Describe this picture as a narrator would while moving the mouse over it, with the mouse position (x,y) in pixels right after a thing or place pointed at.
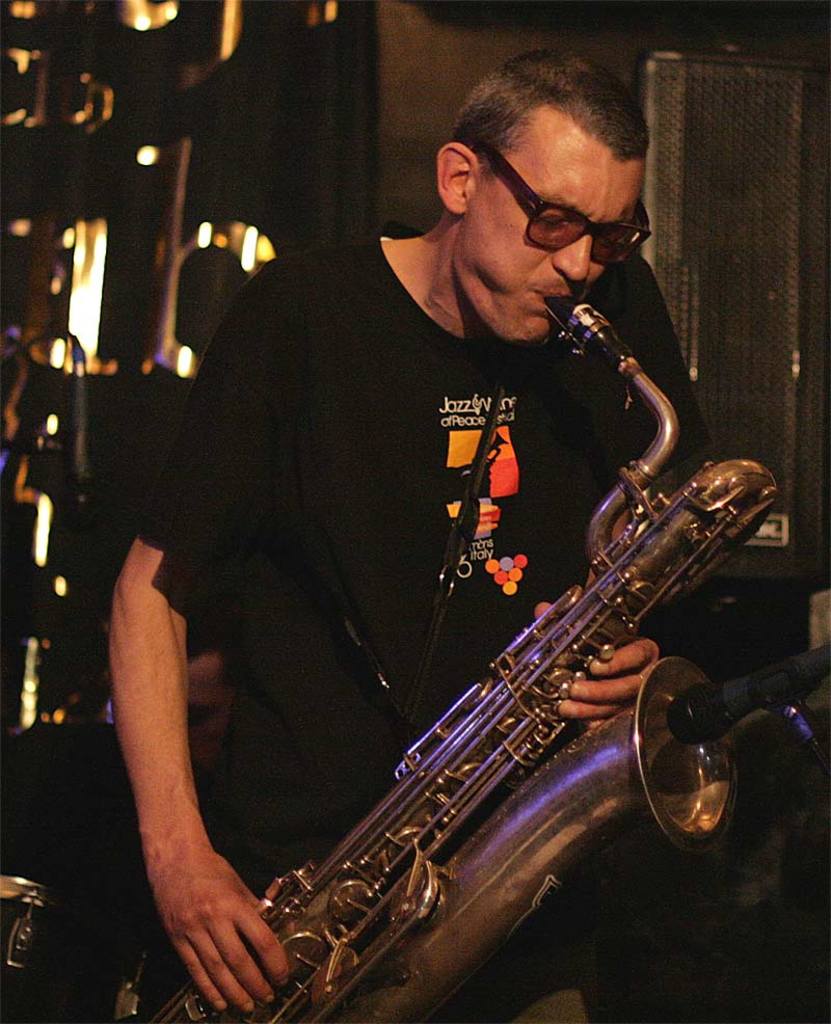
In this image we can see a person (607,301) wearing goggles (571,237) is holding a musical instrument (586,611) in his hand (591,709). In the foreground (704,715) we can see a microphone (756,688) placed on a stand (799,707). In the background (767,133), we can see the speaker (737,135) and some lights (35,683).
